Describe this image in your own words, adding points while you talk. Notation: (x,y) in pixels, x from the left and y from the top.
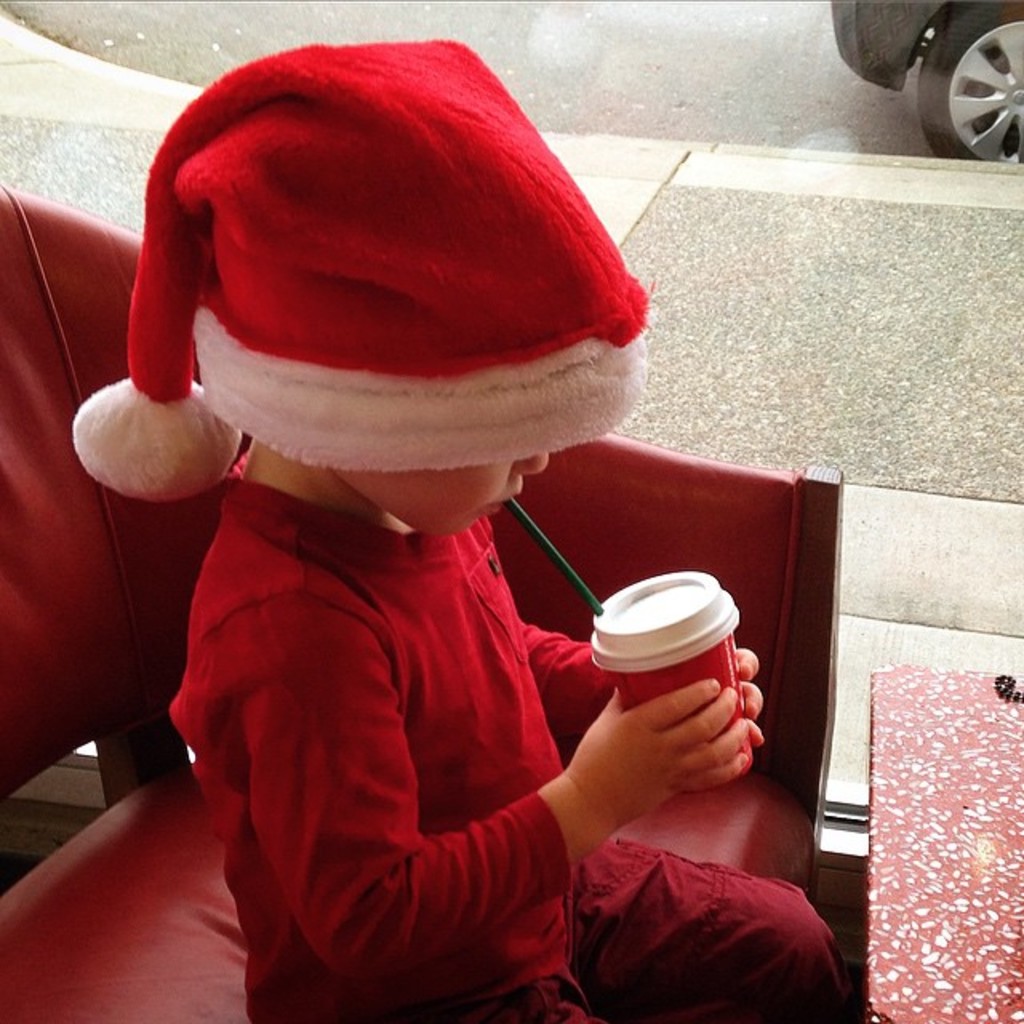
In this image we can see a person (452,806) sitting on the chair (635,831). A person (605,833) is drinking some drink (727,638). There is a table (1003,863) at the bottom right most of the image (943,812). There is a vehicle (986,89) at the top right most of the image (955,70).
